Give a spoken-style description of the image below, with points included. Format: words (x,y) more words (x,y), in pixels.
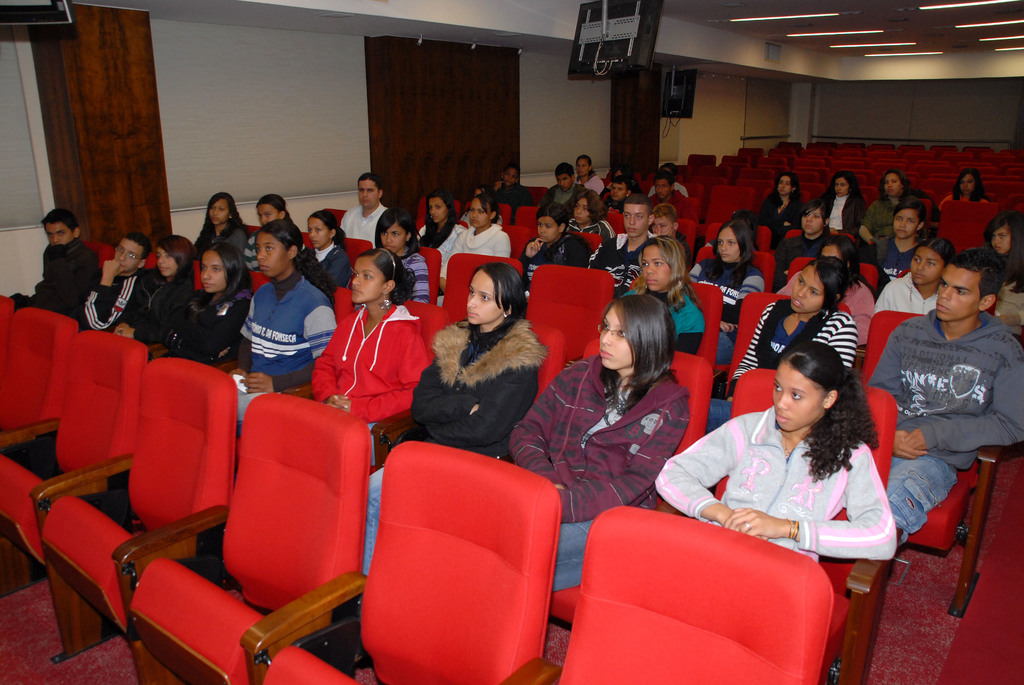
As we can see in the image there is a white color wall (237,116), curtains (251,185) and many people (656,264) sitting on chairs (690,426).
